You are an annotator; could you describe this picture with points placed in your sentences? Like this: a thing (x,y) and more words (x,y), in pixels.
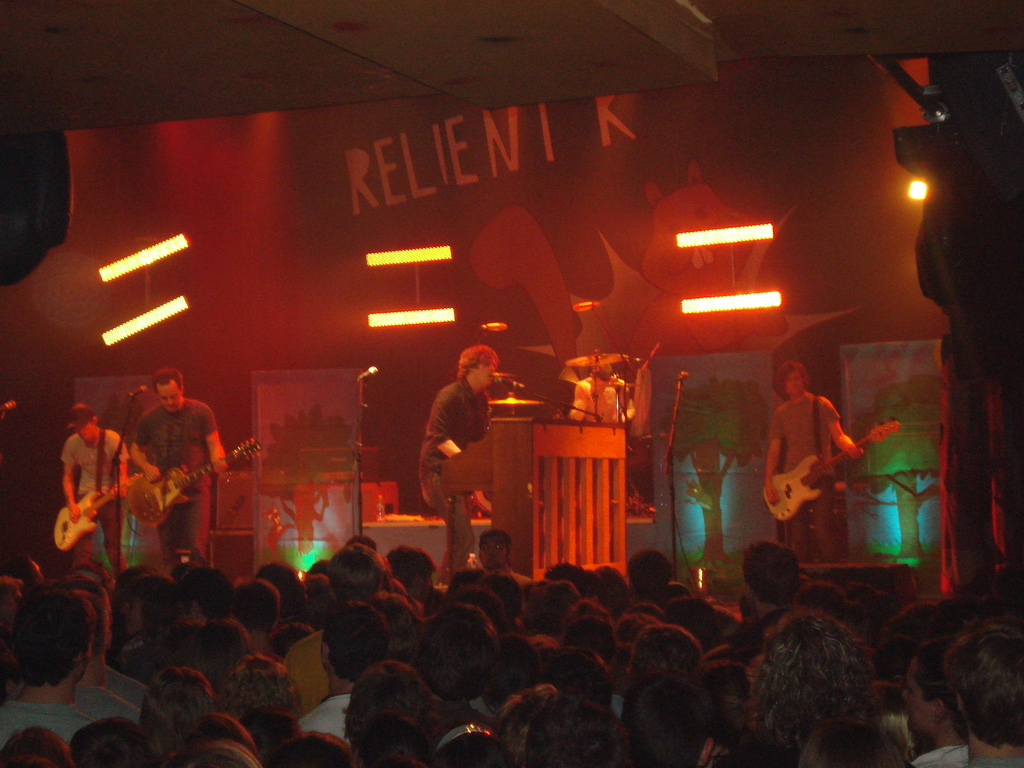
In this image, we can see people (187,401) performing on the stage (188,465) using guitar (153,494) and in the foreground (330,726), there is a crowd (731,692).
